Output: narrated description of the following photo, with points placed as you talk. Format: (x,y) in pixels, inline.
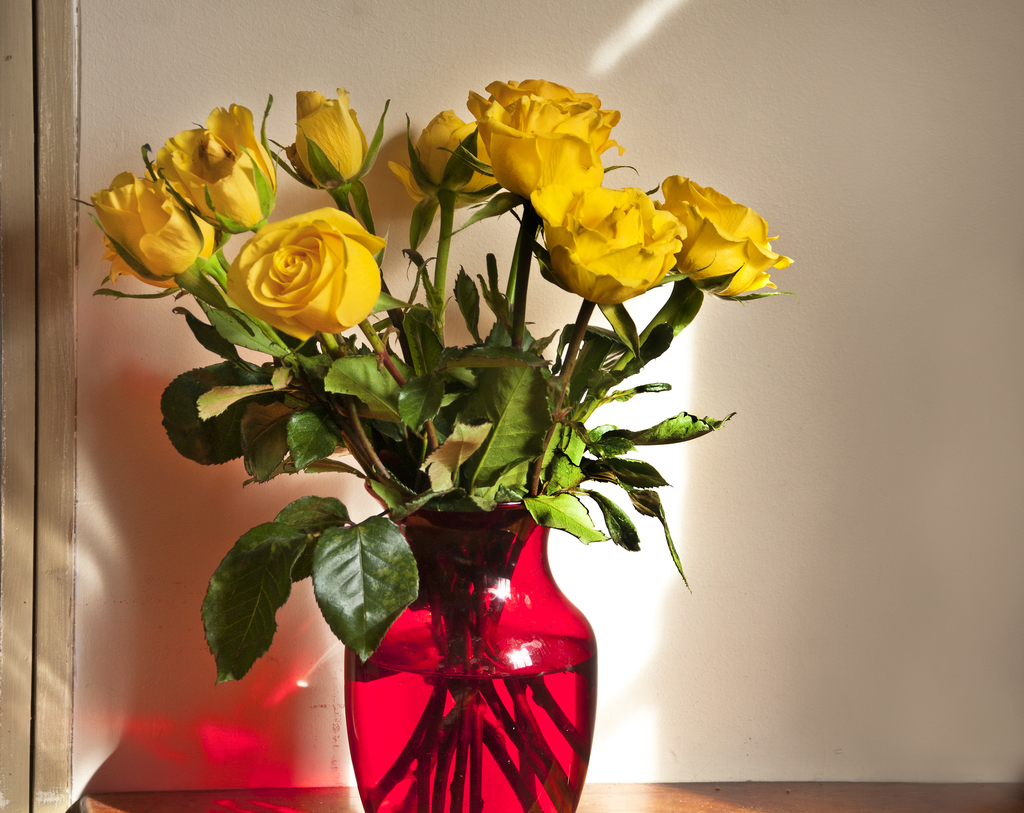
In this picture we can see flowers (702,223) and leaves (421,394) in a vase (511,632) with water (461,738) on the platform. In the background of the image (308,20) we can see wall (733,709).
